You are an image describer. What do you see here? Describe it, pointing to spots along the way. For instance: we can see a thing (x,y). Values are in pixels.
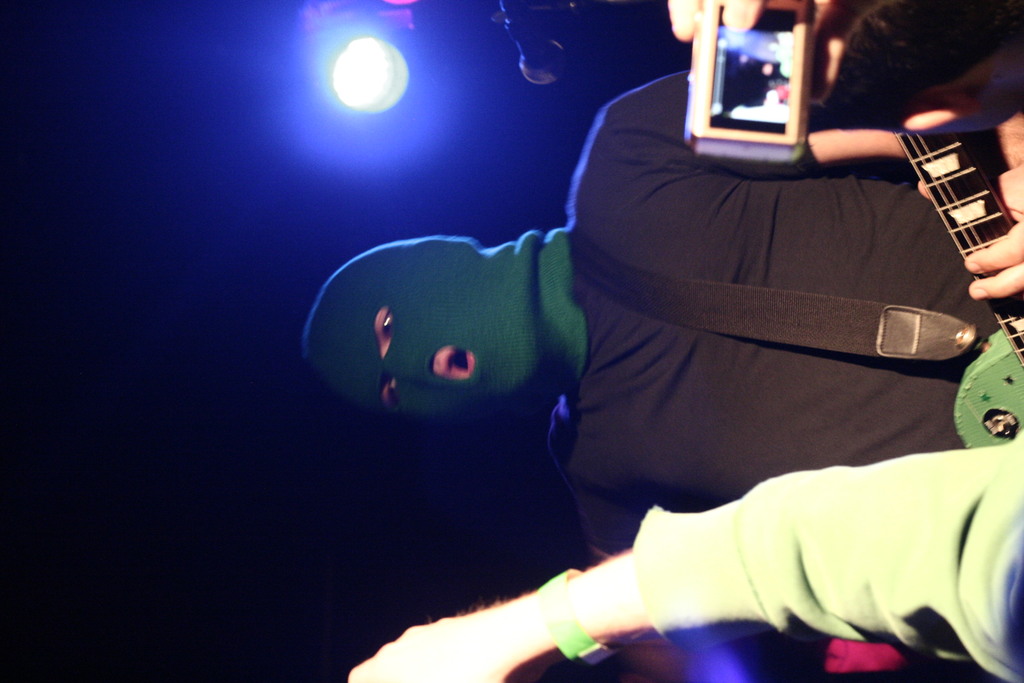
In this image I can see a person (866,361) wearing a mask (568,285) standing and at the top (376,67) I can see light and at the bottom (566,582) I can see a person hand (486,613).
